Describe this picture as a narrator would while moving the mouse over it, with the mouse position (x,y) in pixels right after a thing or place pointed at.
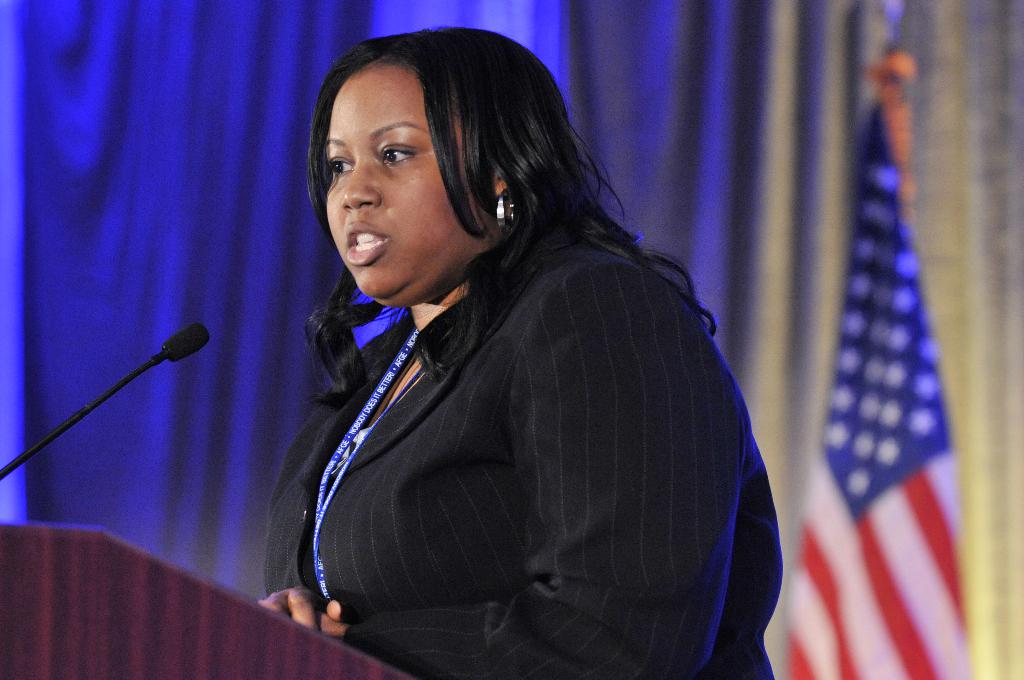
In this picture we can see a woman (588,338) standing in front of the podium (158,562). We can see a microphone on the left side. There is a flag (844,647) visible on the right side (886,643). We can see a blue curtain (272,203) in the background (110,349).
